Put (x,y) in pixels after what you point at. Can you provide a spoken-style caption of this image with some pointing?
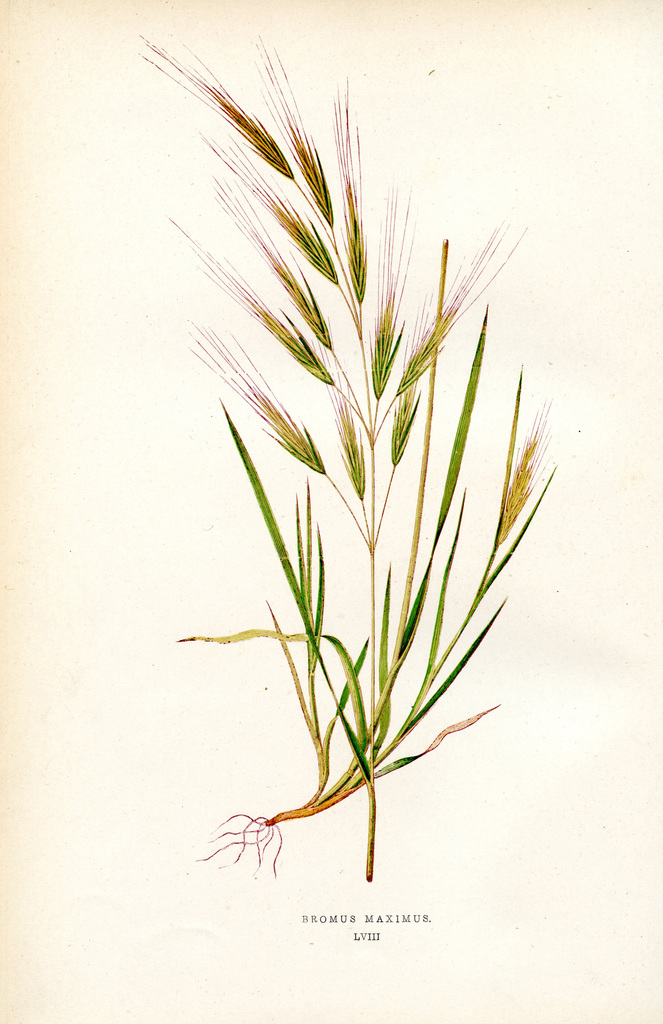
In the image we can see a page (483,264). On it there is a diagram (365,726) of grass (353,680) and we can see the text (360,930).
